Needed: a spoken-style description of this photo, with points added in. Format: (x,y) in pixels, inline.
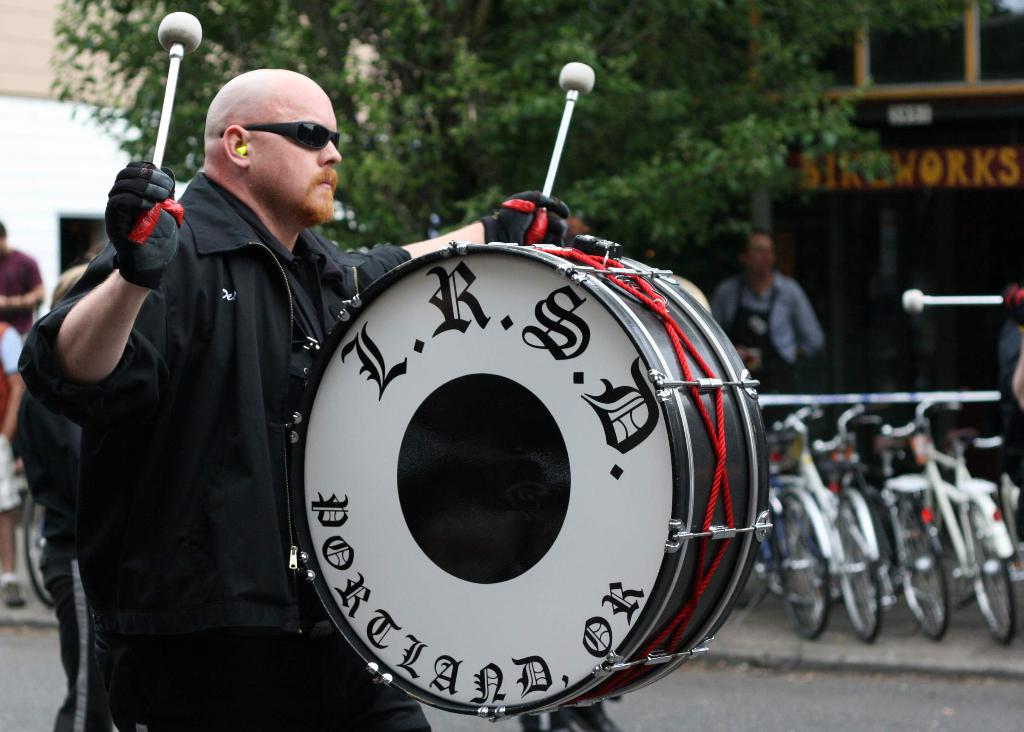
In this picture man (252,360) in the center (395,410) is holding a drum (559,455) and is playing drums (523,300). In the background (854,522) there are four cycles (893,530), and a man (766,326) is standing, there are trees (528,34) and a building (56,145). At the left side (17,301) there are two persons (6,356) standing.
